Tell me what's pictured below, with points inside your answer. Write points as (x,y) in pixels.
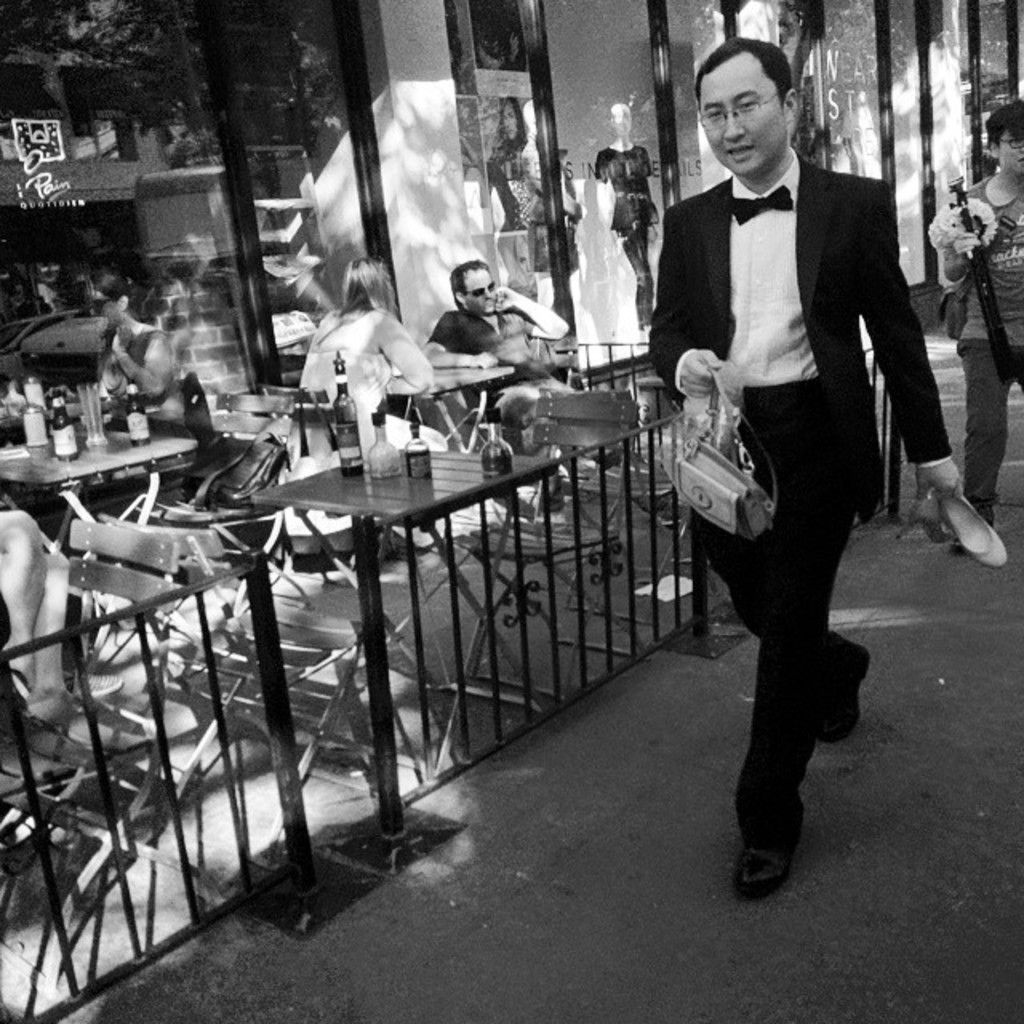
In this image we can see a black and white picture. One person (793,278) wearing a coat (835,412) is holding a bag (714,466) in his hand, standing on the ground (751,677). Two persons (414,341) are sitting in front of a table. One person (483,322) wearing goggles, group of bottles (374,448) are placed on the table (383,486). A bag (189,421) is placed on the chair (207,513). In the background (981,413), we can see a person (985,382) holding stick (984,267) in his hand (968,246) and two dolls (638,180).
